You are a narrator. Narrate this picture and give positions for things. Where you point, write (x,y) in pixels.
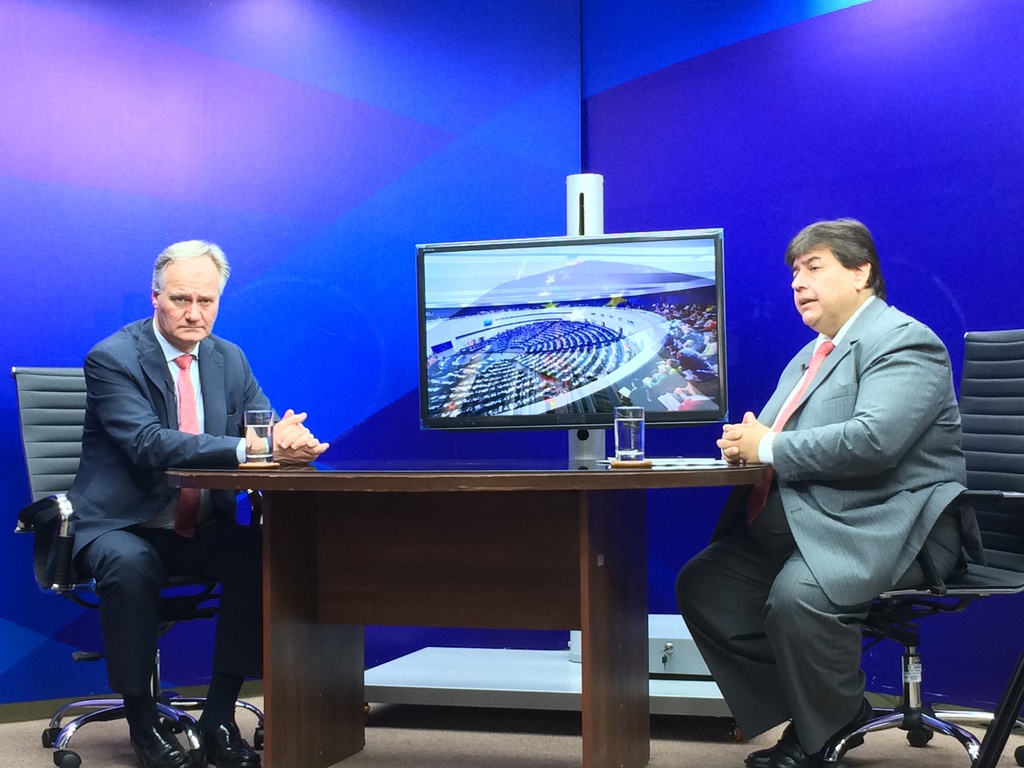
in this picture there are two men (812,547) sitting in the chairs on either side of the tables (583,491) on which glasses (627,434) was placed. In the background (295,123) there is a blue colored wall (378,115).
